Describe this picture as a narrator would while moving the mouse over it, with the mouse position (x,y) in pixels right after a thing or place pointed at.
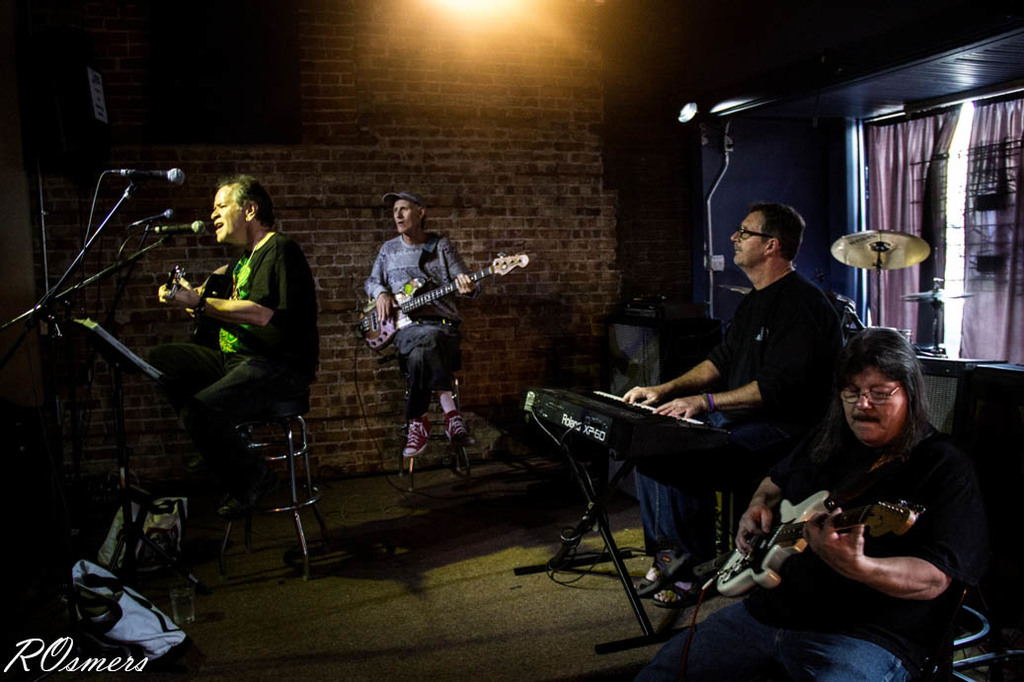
There are group of people (796,584) sitting on the chairs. Two men (848,604) are playing guitar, One man (270,309) is sitting, playing guitar (173,267) and singing a song. And the other man (753,381) is sitting and playing piano (614,431). At background (860,293) I can see drums (938,346) placed. This is a window (980,180) closed with curtains (1012,194). This is a mike (130,175) with mike stand (28,318).
